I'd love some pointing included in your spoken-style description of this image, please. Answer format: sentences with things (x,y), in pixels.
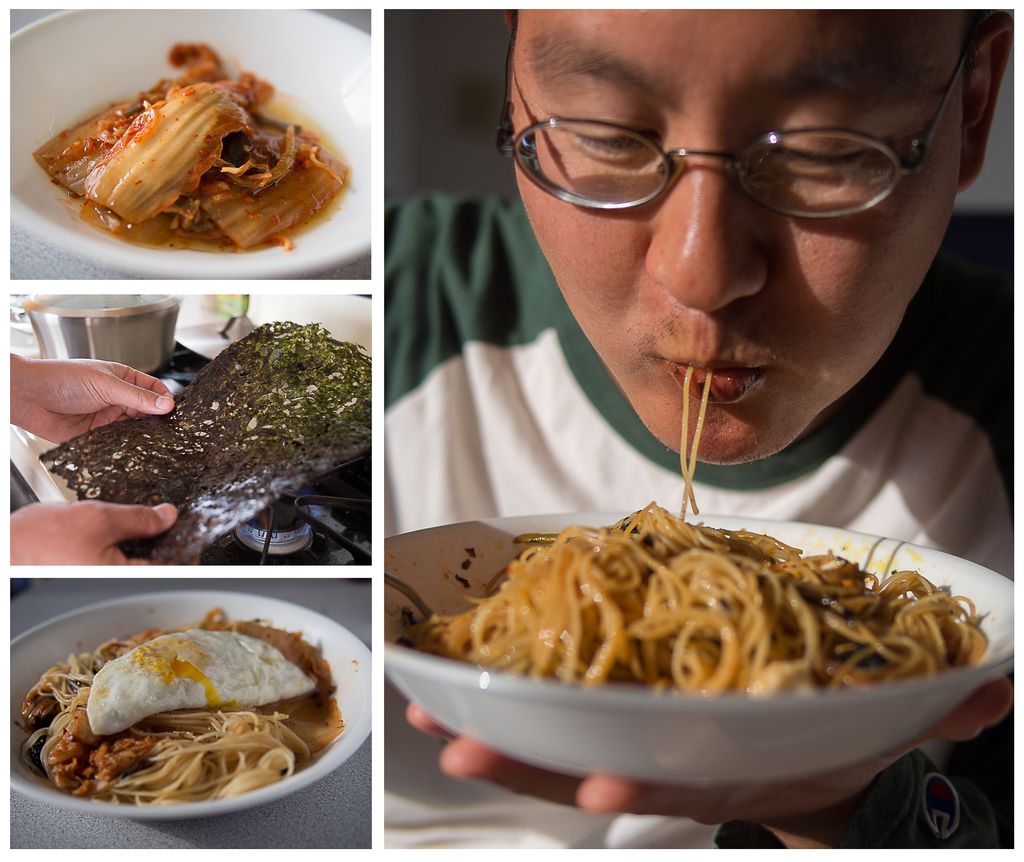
In this image I can see collage photos of plates (734,750) and in these plates (263,21) I can see different types of food (54,154). Here I can see a man (820,832) is holding a plate (672,742) and I can see he is wearing specs (782,165). I can also see hands (85,370) of a person (156,405) is holding an object (185,477) over here.
